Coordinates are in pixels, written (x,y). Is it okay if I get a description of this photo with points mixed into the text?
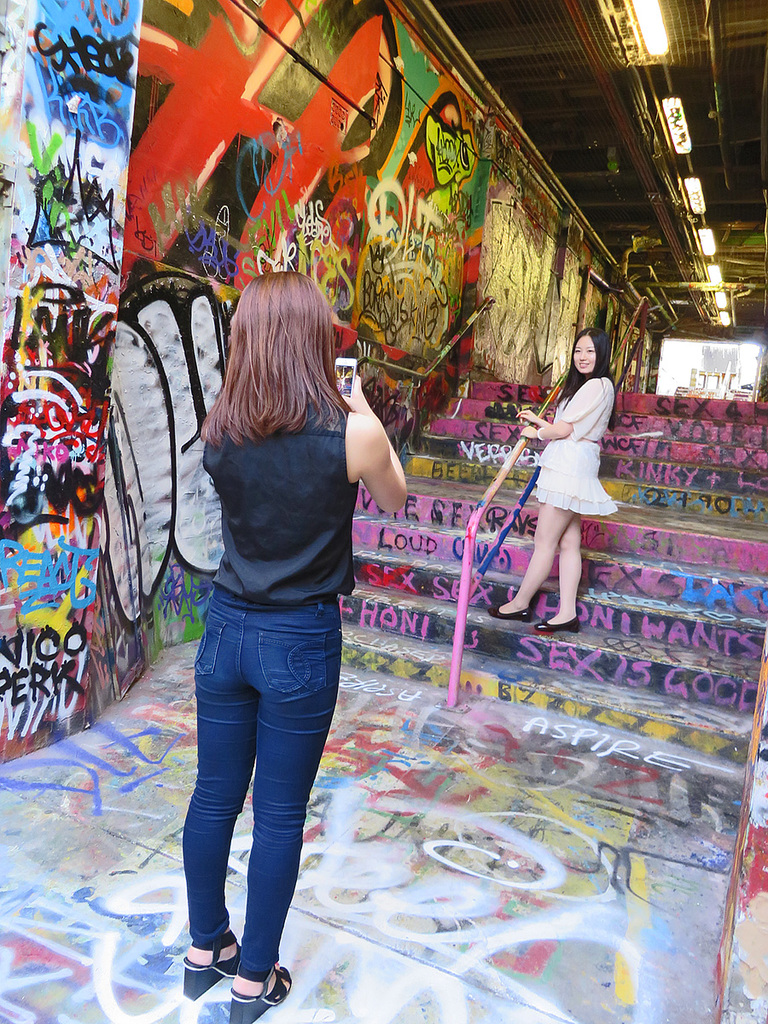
In this image we can see a woman (292,473) is standing, and holding a mobile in the hand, here a woman (569,440) is standing on the staircase (461,507) and smiling, here is the wall (341,99), at above here are the lights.
